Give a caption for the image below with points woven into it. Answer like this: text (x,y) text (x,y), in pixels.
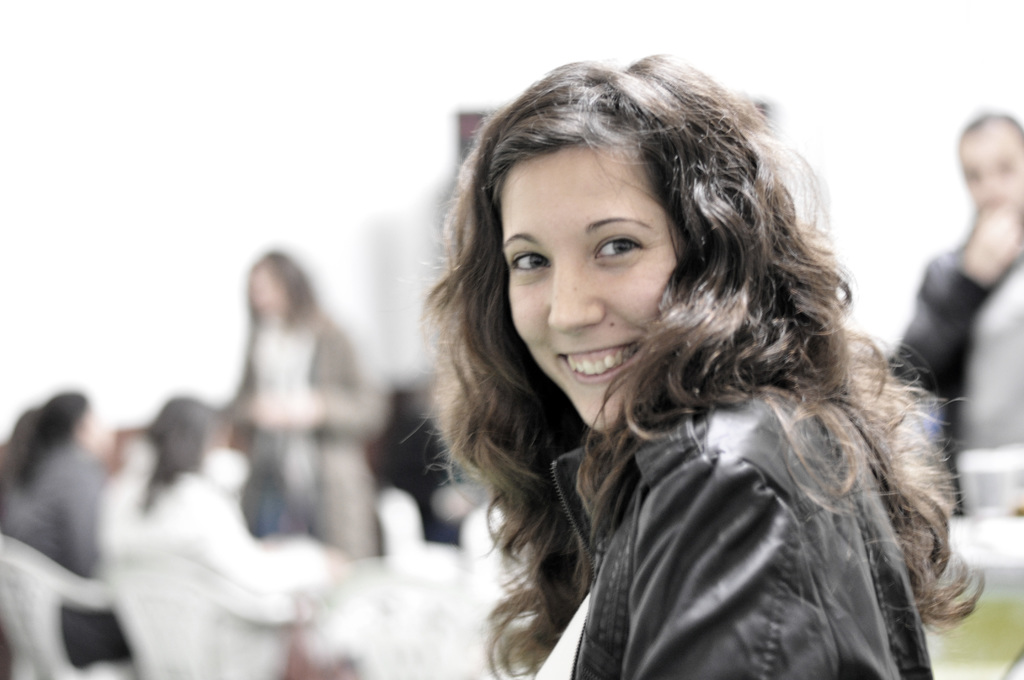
In this image, we can see a woman (647,409) is watching and smiling. She wore a jacket (755,547). Background (274,662) it is blur view. Here we can see few people (990,422). Few are sitting on the chairs (240,611) and standing.
